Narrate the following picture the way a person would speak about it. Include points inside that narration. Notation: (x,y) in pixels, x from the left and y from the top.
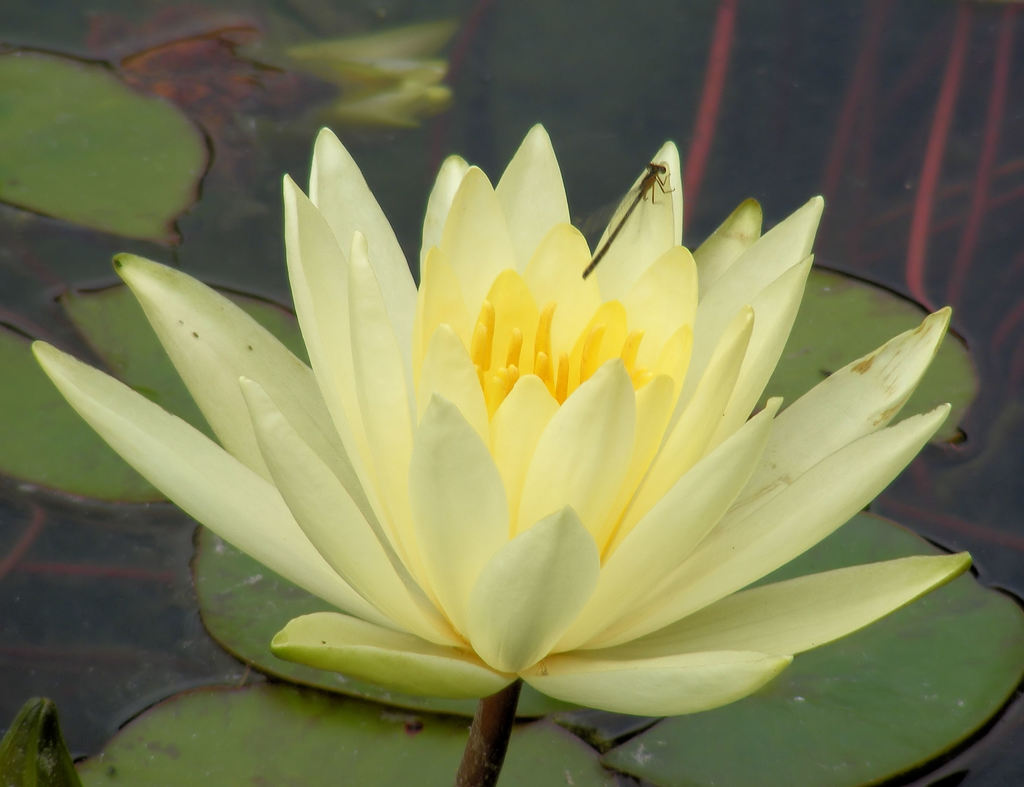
In the image there is a dragonfly (649,169) standing on lotus (366,574) in a pond (772,126).
